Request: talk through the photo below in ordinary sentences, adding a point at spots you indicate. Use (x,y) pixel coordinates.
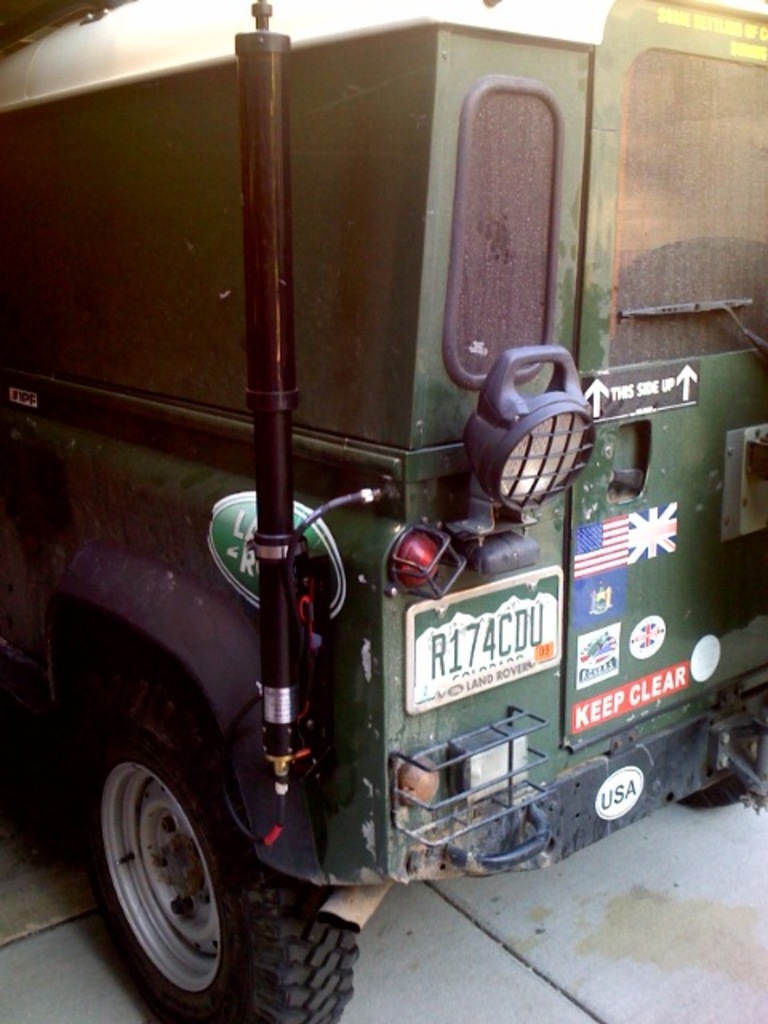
In the image we can see there is a vehicle (522,262) parked on the ground (631,984) and there is a name plate (532,626) on the vehicle (485,464).
